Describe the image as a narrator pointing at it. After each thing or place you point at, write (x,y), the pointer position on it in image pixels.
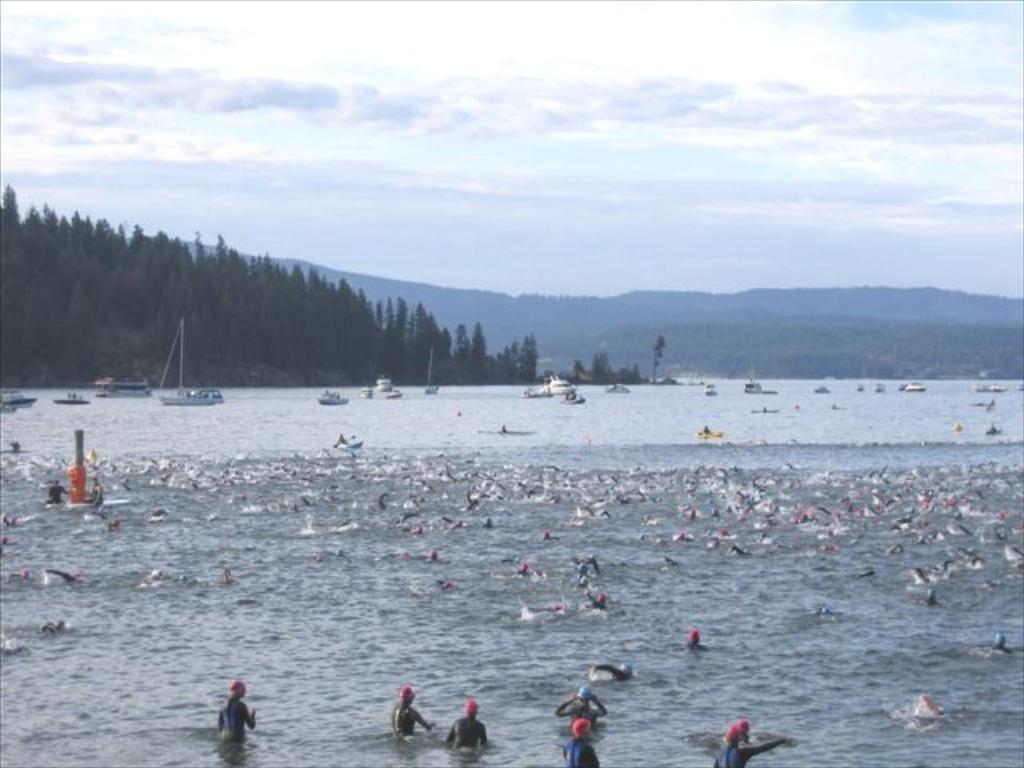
In this image I can see group of people (853,508) in the water (883,542) and they are wearing multi color dresses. I can also see few boats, background (123,281) the trees (218,264) are in green color and the sky (466,123) is in white color.
